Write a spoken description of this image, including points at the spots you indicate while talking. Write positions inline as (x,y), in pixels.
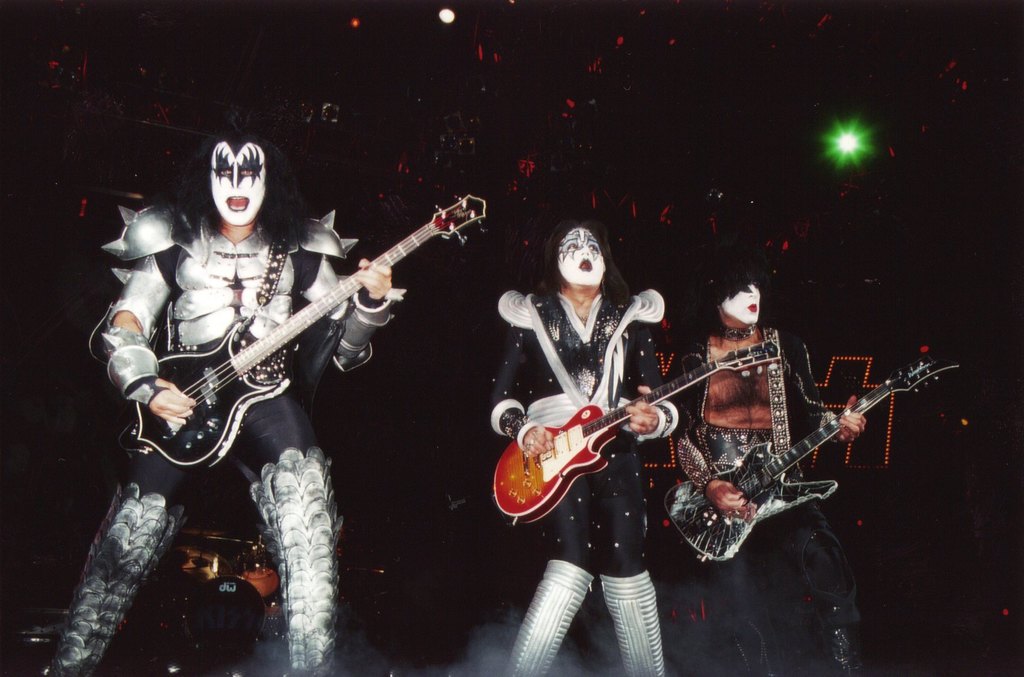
This is a picture of a concert, in the concert a band (558,379) is playing. On the left (307,317) a person (307,373) in silver costume (229,292) is playing guitar (180,446). In the center of the image (648,350) a person (626,542) in black costume (574,517) is playing guitar (517,453). On the right (716,475) another person (716,486) is also playing guitar (680,511). Two of the people (256,239) are singing. In the background (851,121) there is a focus light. On the foreground (293,646) there is smoke (603,671).
